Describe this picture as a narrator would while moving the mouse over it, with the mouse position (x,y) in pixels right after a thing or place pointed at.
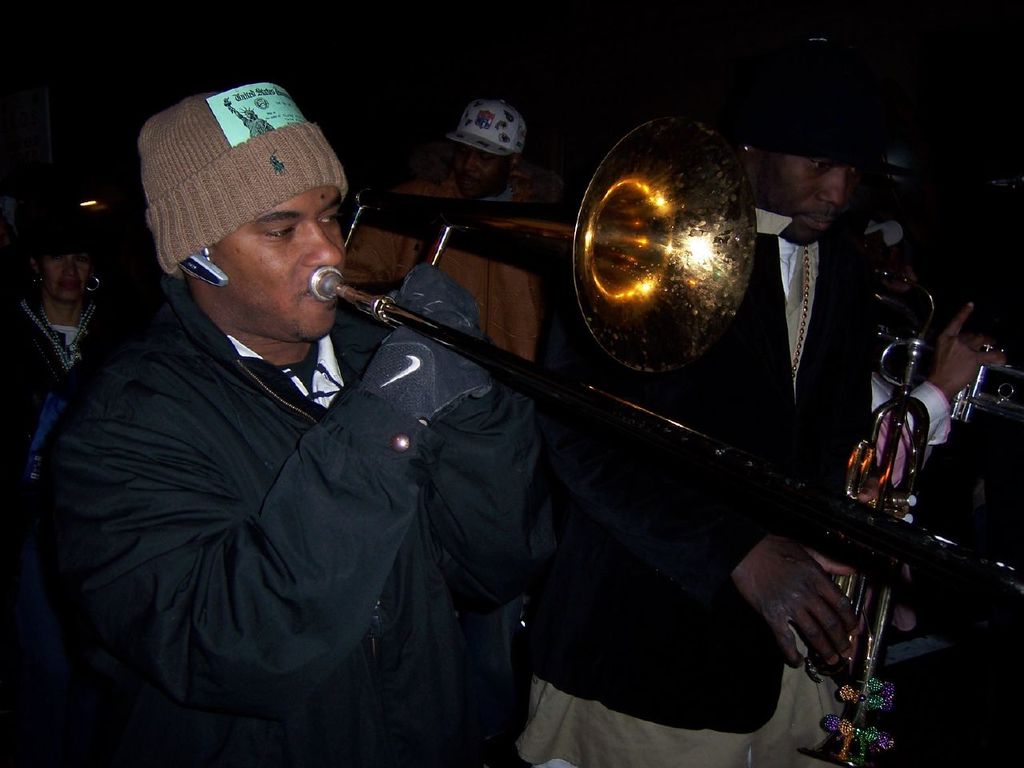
In the picture we can see a man (178,533) wearing black color jacket (442,668), gloves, and cap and holding a musical instrument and playing it and besides him also we can see some people (753,632) holding some musical instruments (986,409) and playing it.
